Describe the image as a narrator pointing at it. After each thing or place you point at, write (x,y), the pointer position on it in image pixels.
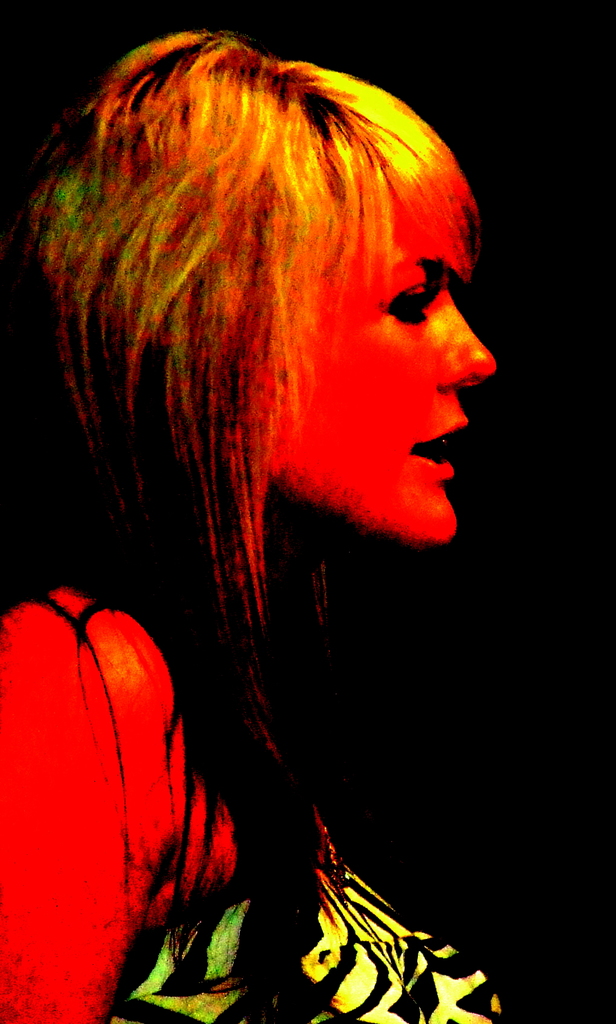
In the front of the image (402,925) I can see a woman (402,927). In the background of the image (416,614) it is dark.
